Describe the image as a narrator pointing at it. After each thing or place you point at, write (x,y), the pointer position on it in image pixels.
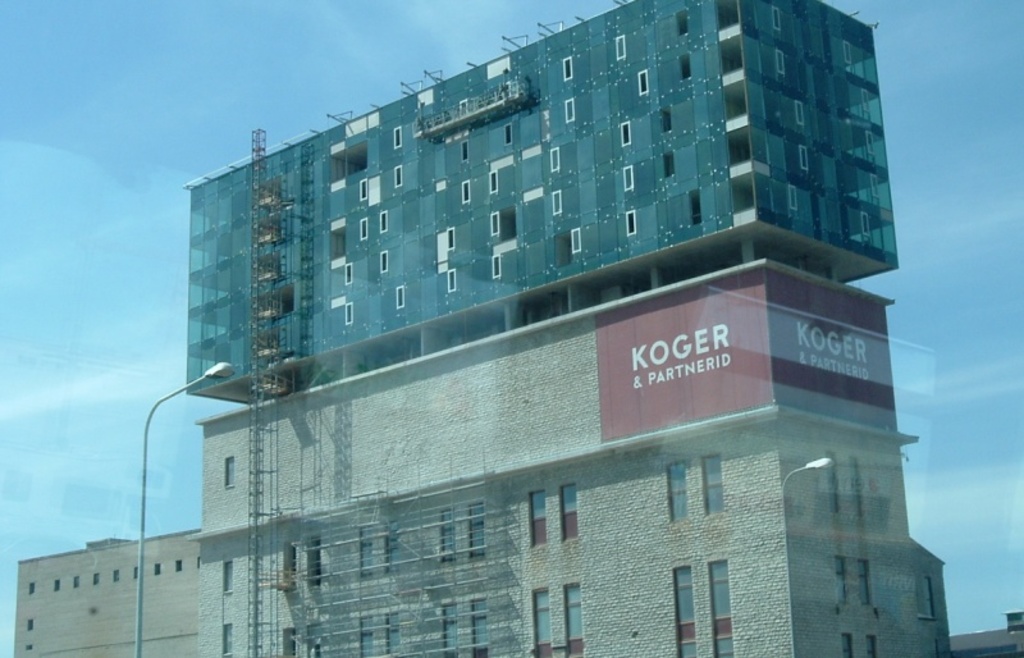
In this image, there is an outside view. There is a street pole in front of the building (395,364). In the background of the image (335,52), there is a sky (384,34).
